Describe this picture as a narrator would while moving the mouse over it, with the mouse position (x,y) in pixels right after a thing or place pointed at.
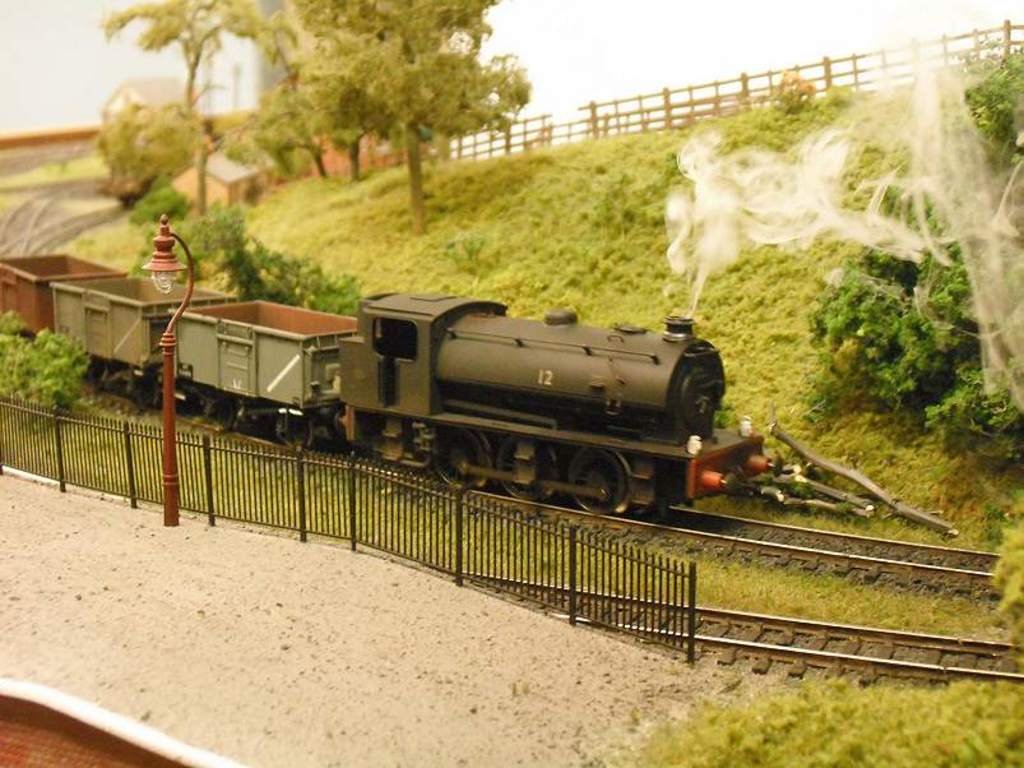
In this image we can see a toy train (476,467) on the railway track (943,566) and to the side we can see a platform (278,629) with a pole light (159,268) and fence (190,446). We can see some trees (157,46) and houses (148,87) and there is a grass (447,259) on the ground (837,446) and there are some wooden logs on the ground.
